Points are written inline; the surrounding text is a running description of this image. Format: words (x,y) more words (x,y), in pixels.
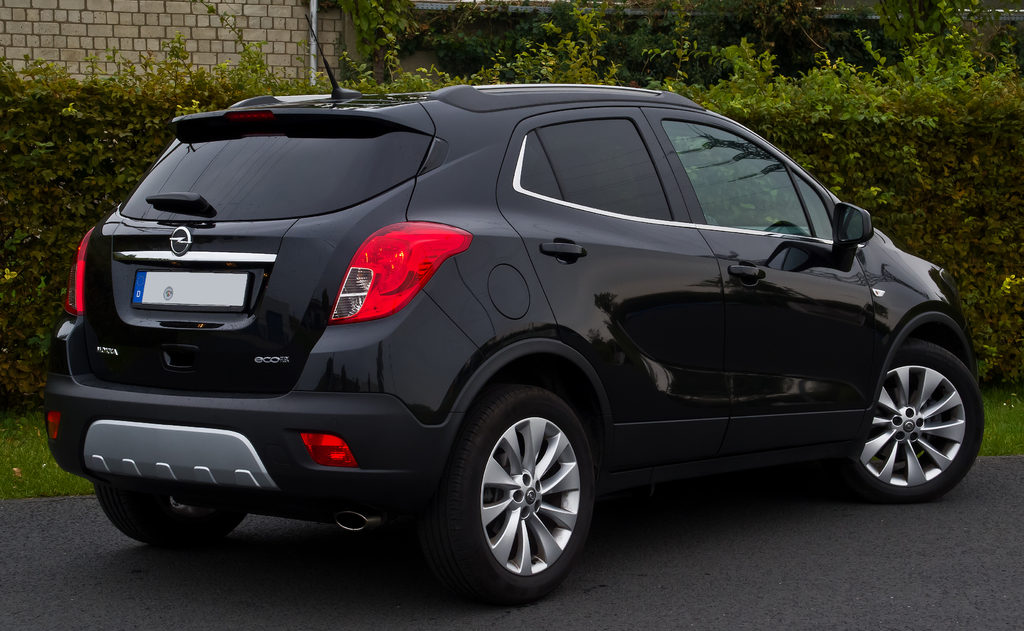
In this picture we can see car (607,320) on the road (130,541). In the background of the image (549,36) we can see plants (1018,191), grass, wall (287,49) and pole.
